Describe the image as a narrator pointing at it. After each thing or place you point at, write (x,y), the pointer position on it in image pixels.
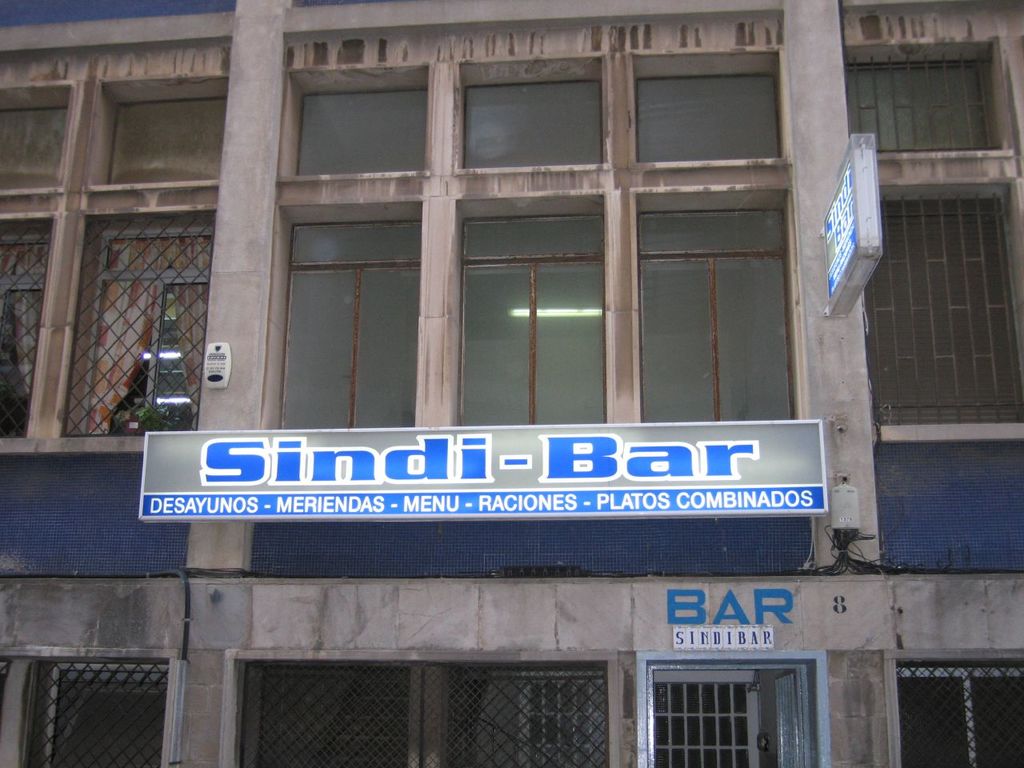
In this image there is a building (697,570), for that building (440,569) there are windows (521,372) and doors (739,762).
